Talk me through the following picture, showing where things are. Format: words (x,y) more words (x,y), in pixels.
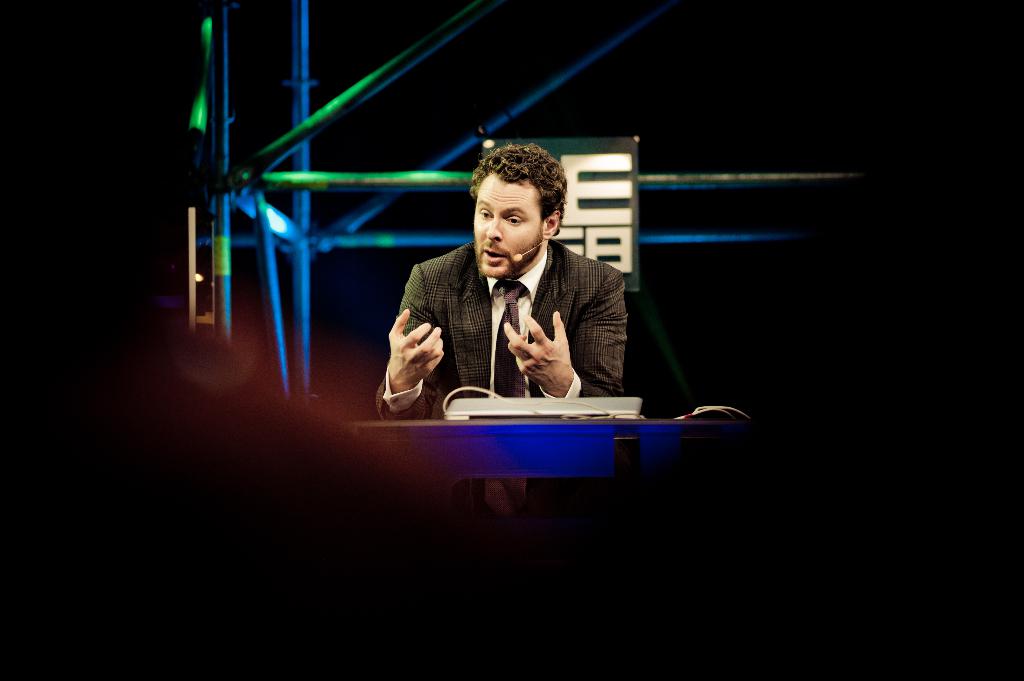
In this picture we can see a man (446,332) wore a blazer (446,332), tie (518,302) and speaking on mic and in front of him we can see a laptop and in the background (365,183) we can see rods (772,173) and it is dark.
